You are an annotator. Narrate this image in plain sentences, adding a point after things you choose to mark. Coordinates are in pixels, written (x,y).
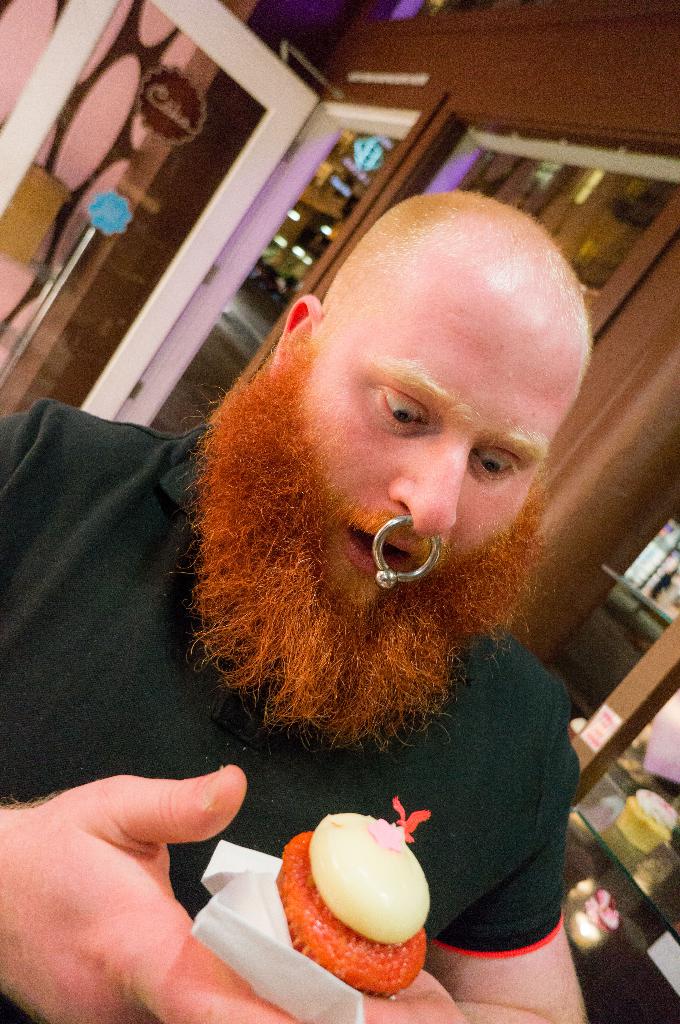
In this image we can see a man (264,521) holding some food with tissue papers (305,1015). On the backside (622,847) we can see a table (592,785) with an object (655,811) on it, some stickers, a door (143,273) and a wall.
